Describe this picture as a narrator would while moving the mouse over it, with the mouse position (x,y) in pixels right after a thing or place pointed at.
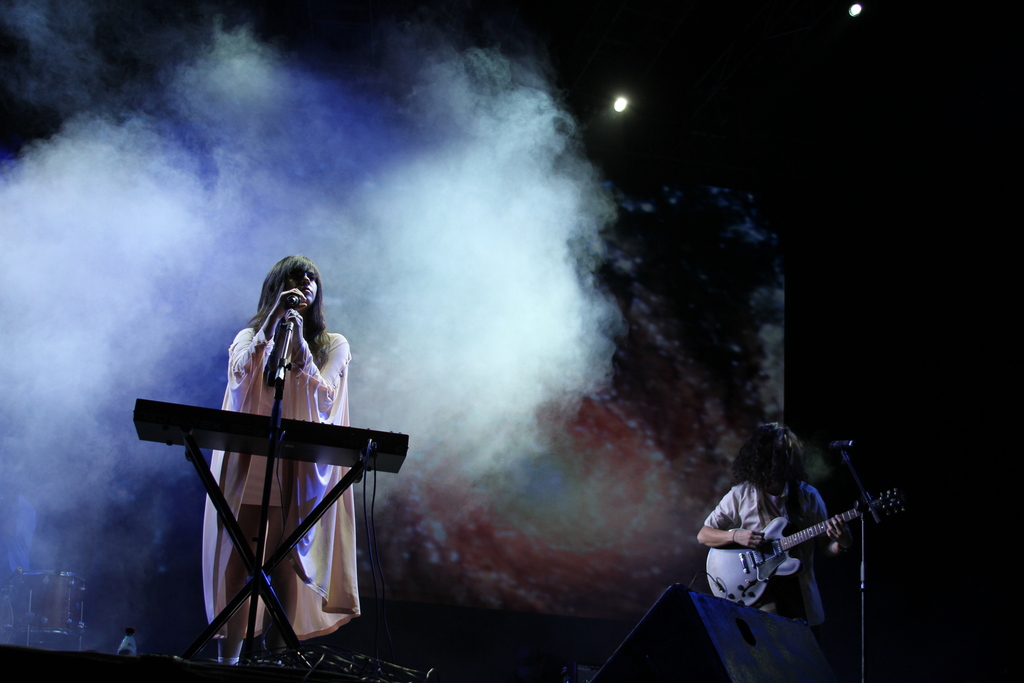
In this image, on the left side (324,527), we can see a woman (340,512) standing in front of a keyboard (378,458) and holding a microphone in her hand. On the right side (834,527), we can see a person (829,541) standing and playing guitar (761,557) in front of the microphone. In the background (380,352), we can see a white color smoke (546,211) and a screen (642,468). At the top (811,89), we can see few lights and black color, at the bottom (46,603), we can see some musical instruments (31,601) and speakers (641,637).
